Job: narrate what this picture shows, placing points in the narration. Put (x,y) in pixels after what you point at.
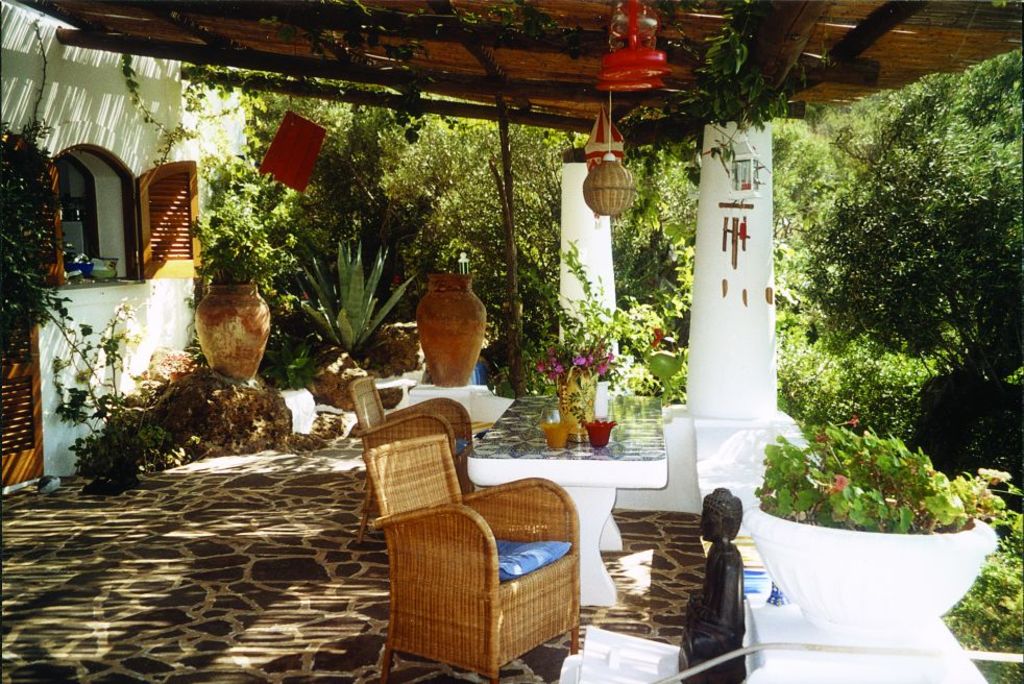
In this picture there is a chair (402,523), Buddha statue (735,560), a pot (932,537), two pillars (707,255), a window (148,230). In the background (248,307) we can see flower pots (246,320), trees (424,206) and a table (638,457). On the table (605,471) there is a flower vase (581,371) and two bowls (589,437).
